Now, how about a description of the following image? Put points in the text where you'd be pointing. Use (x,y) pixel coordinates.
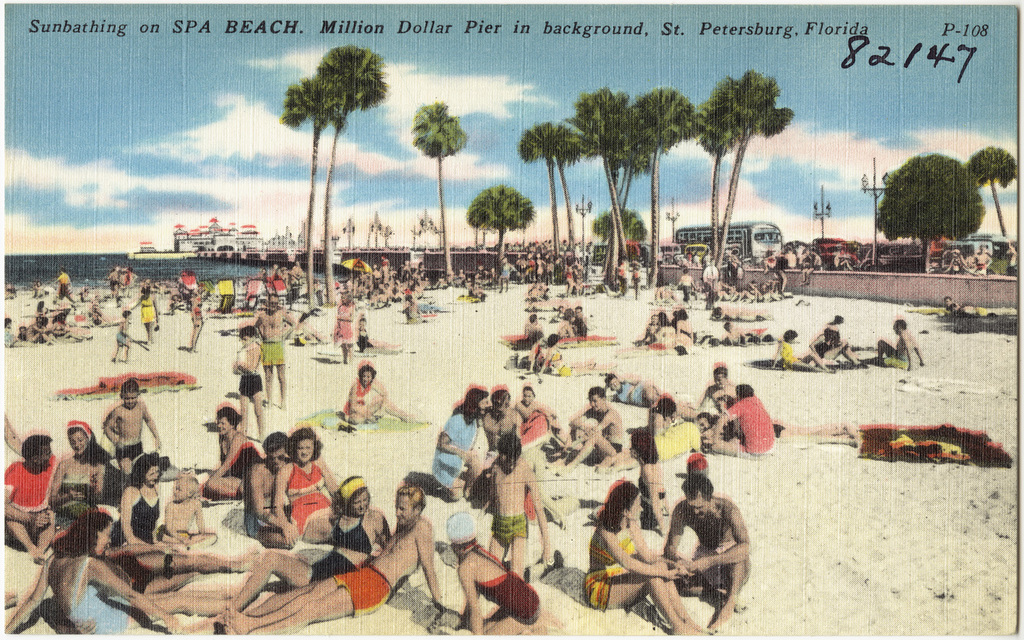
In the image there is a huge crowd (266,284) on the sand (405,357) in front of the beach (100,259) and on the right side (724,230) there are many trees (517,211) and some vehicles (832,247), from there in a distance there is a building (204,237).
